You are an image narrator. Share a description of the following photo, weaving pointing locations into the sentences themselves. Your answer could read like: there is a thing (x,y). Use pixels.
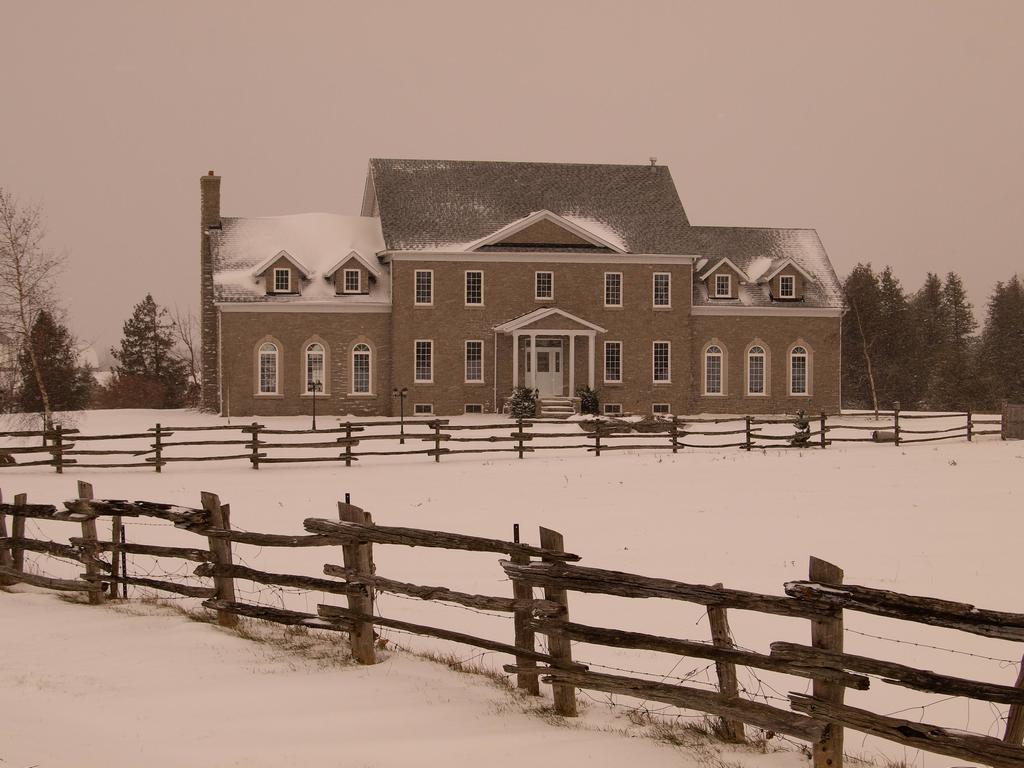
In this image, I can see a house (598,351) and the snow (611,460). In front of the house (530,255), there are plants (521,409) and wooden fences (321,605). On the left (36,354) and right side of the image (894,336), I can see the trees (878,346). In the background (996,183) there is the sky (84,219).
